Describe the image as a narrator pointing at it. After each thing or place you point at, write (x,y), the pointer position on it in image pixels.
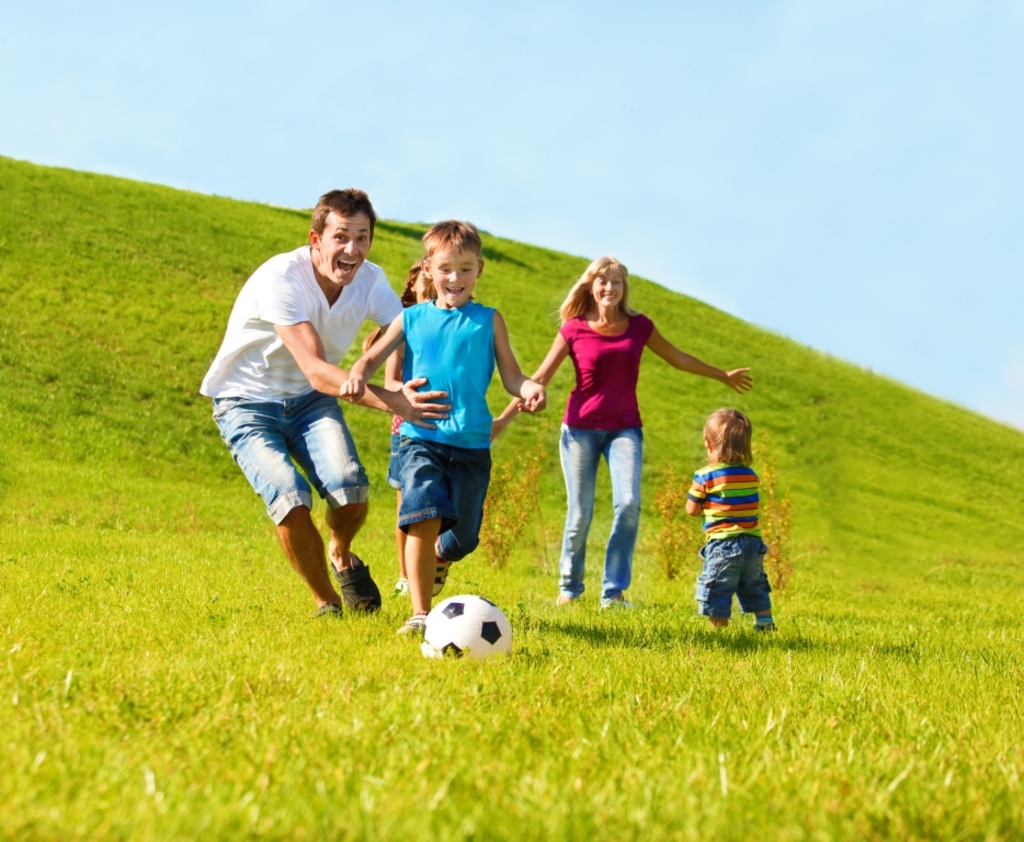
In this image there are a few people (433,433) running on the grass (611,716). In front of them there is a ball (455,637). Behind them there are plants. In the background of the image (622,133) there is sky (551,89).
